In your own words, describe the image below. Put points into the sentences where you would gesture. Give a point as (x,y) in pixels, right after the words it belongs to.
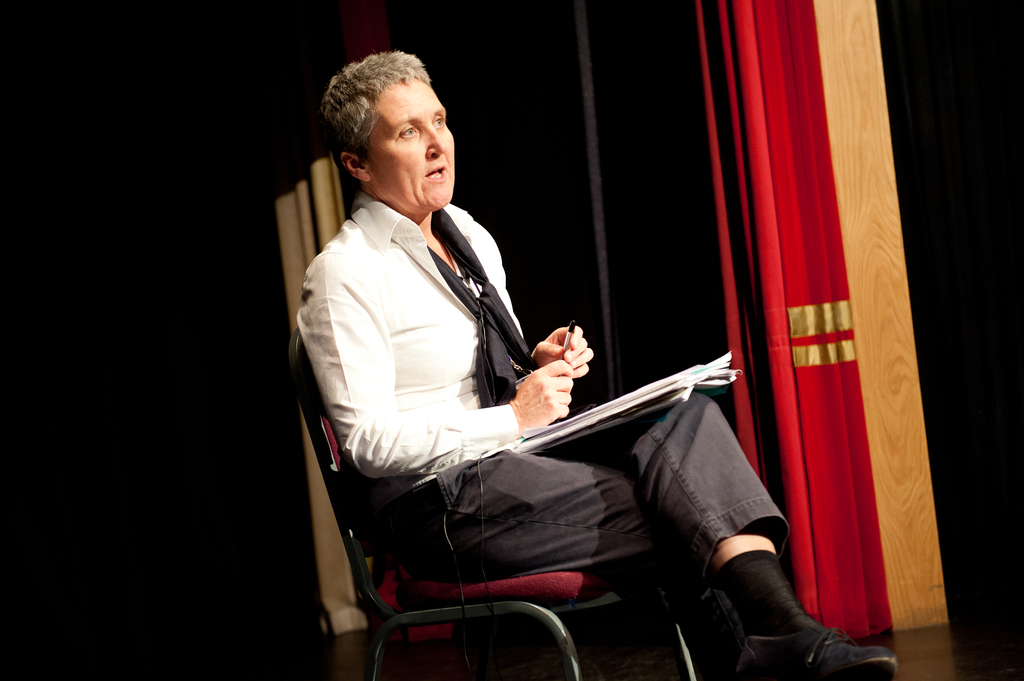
In this picture, we can see a person (432,482) holding some object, and we can see an object (558,426) on the thighs (622,481), we can see a red curtain (814,213), we can see the dark background (17,61).
